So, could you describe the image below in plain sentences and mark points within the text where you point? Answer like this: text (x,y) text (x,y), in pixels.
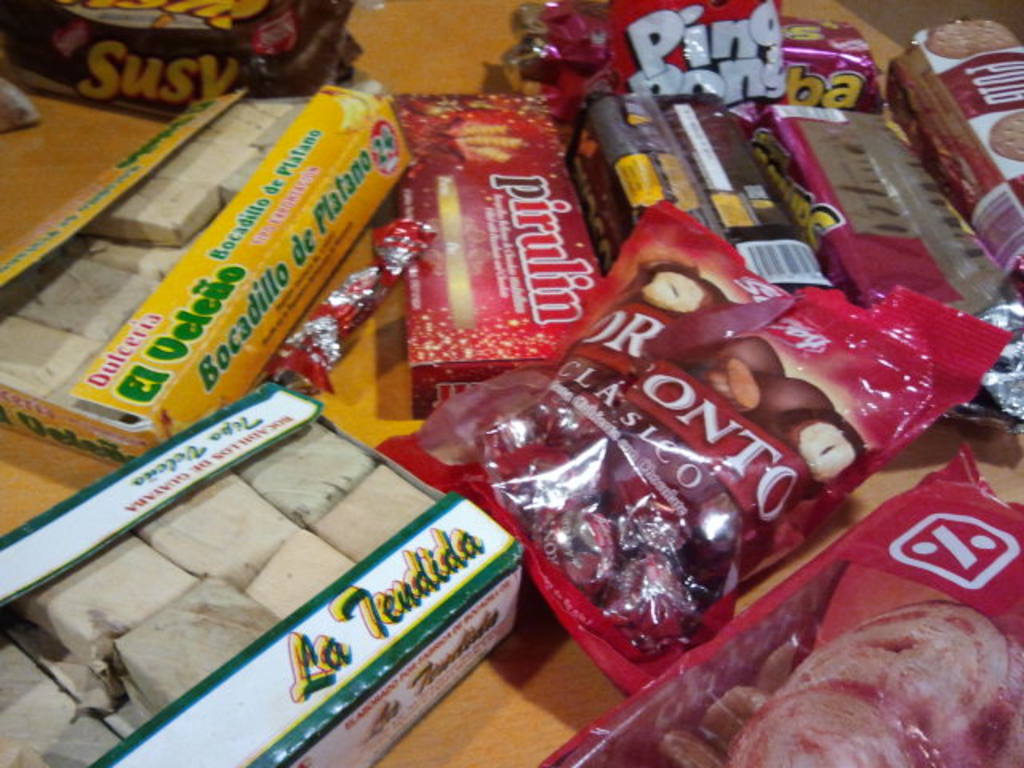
In this picture, we see a table (63,139) on which sweets boxes (255,401), chocolate packets (565,435), cookies (919,123) and many packets (687,203) are placed.
